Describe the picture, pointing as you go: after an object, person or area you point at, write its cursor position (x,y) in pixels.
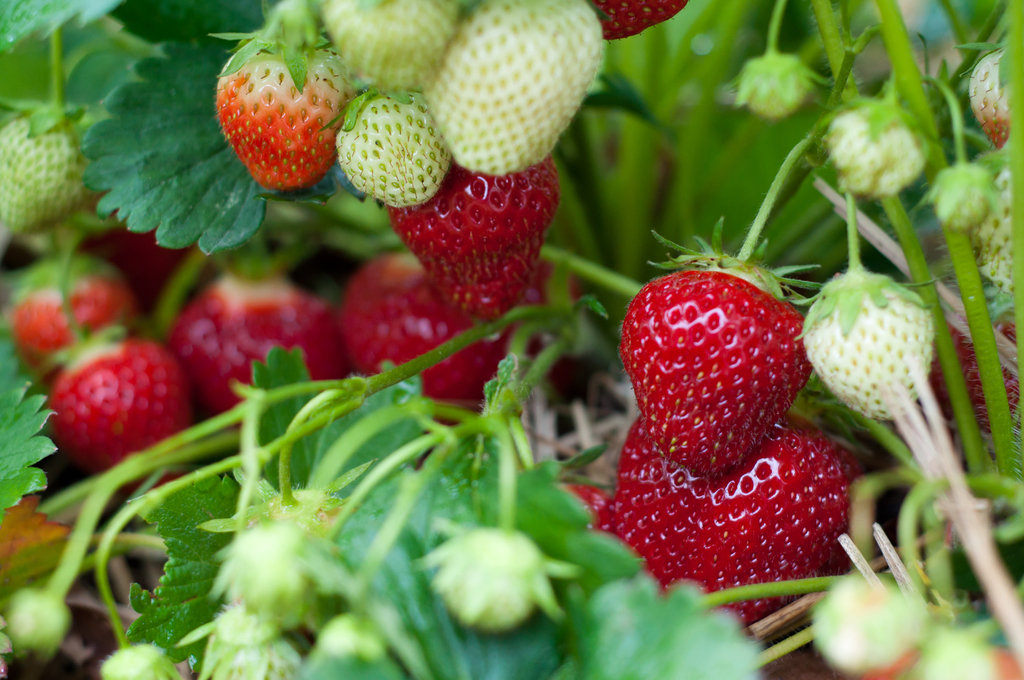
In this image we can see a group of strawberries (165,439) and plants (433,482).
